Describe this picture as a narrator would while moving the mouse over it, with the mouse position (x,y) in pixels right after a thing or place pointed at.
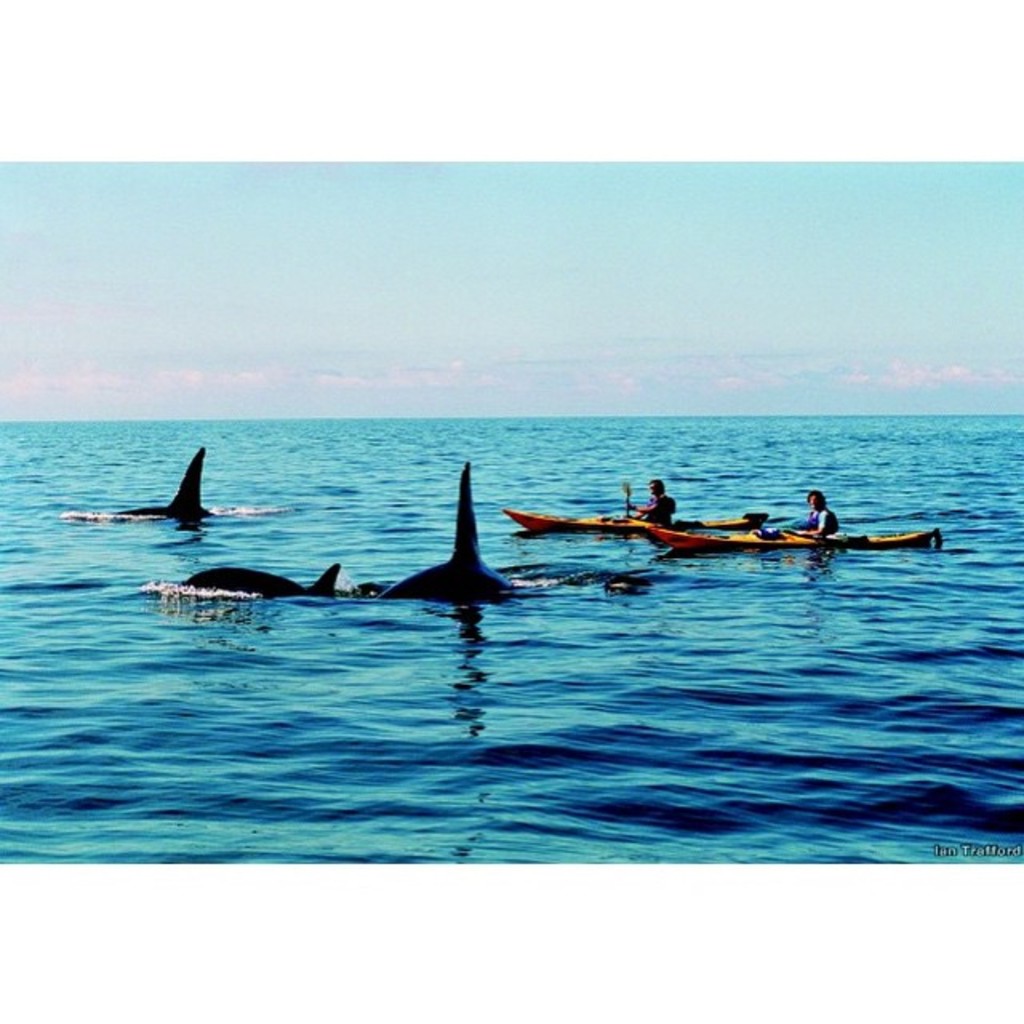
In this image we can see a few boats (721,542) with people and there are some dolphins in the water (261,539), in the background (662,305) we can see the sky (679,331) with clouds (678,353).
